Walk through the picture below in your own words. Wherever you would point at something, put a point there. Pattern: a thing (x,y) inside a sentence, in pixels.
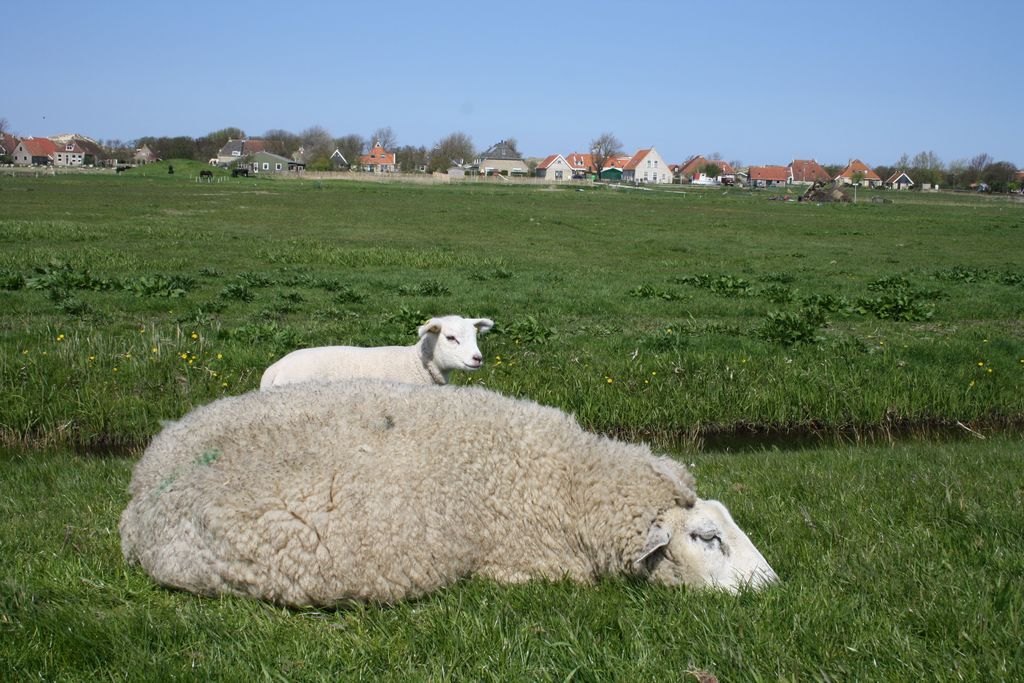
In this picture I can see a sheep (349,456) and a lamb (408,348) at the bottom (411,476). In the background (944,173) there are buildings (267,164) and trees (436,155), at the top (500,80) there is the sky (462,69).
